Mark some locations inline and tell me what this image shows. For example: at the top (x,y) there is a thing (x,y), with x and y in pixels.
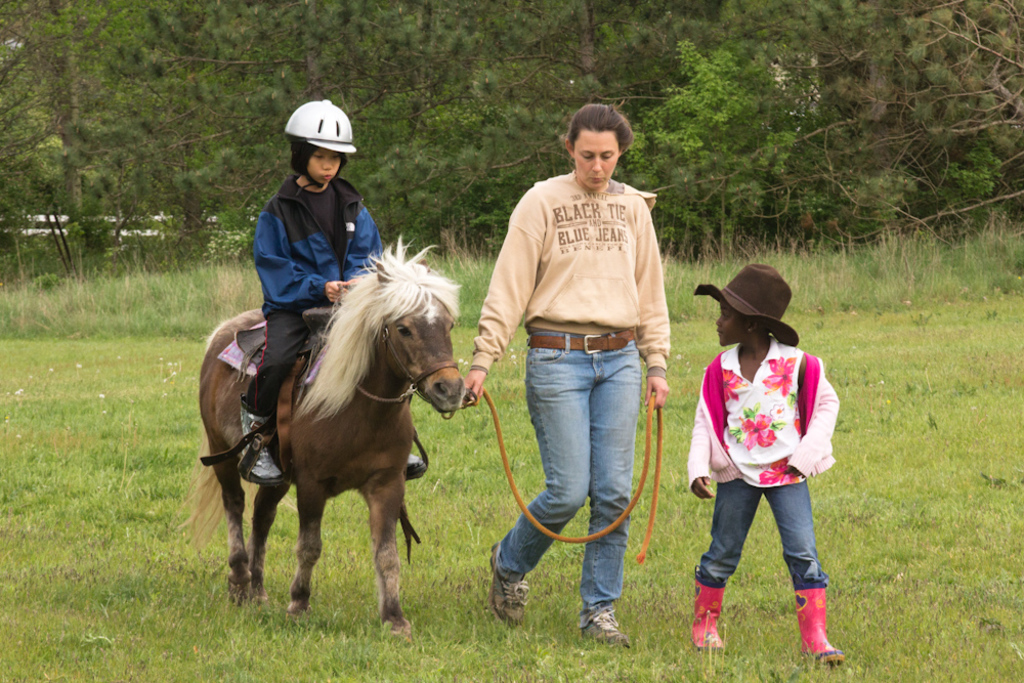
In this picture there are three person (639,384). Left person (287,221) sitting on a horse (348,376) and wears a helmet (329,129). Middle person (586,292) holds a rope (659,436) which is connected to the horse neck (367,399). And the right person (784,417) wears a hat (763,297). And the background (173,51) there are group of trees (524,65). Here it's a grass (91,557).
